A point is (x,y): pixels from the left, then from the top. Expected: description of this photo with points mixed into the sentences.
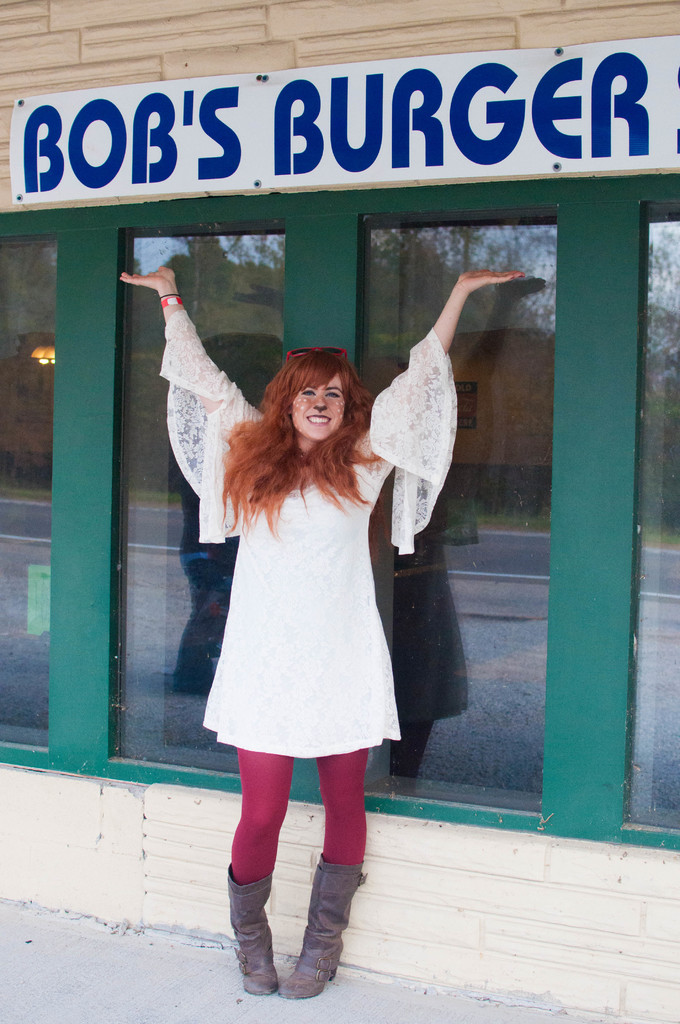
There is a woman (280,510) standing and smiling, behind this woman (261,503) we can see glass (197,499) and board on a wall (182,38), through this glass (462,478) we can see trees (412,295), road (461,548), wall (488,456) and sky (668,250).
